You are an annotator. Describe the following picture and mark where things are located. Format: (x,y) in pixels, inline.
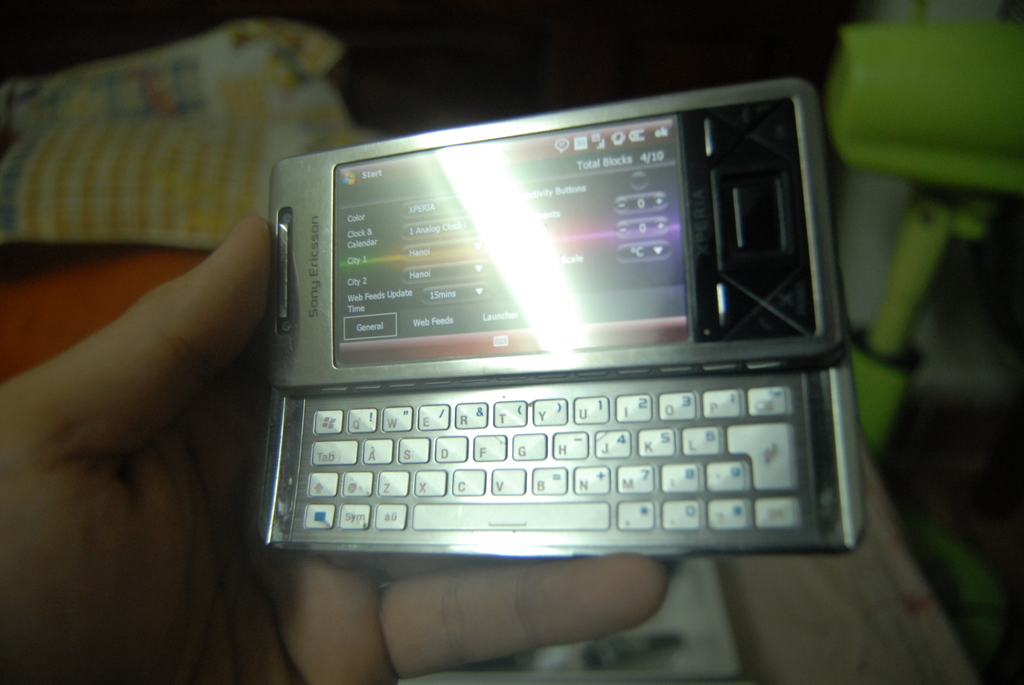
In this picture we can see a person hand (107,403) is holding a mobile (744,224), clothes (193,118) and some objects (852,100) and in the background (515,69) it is dark.
